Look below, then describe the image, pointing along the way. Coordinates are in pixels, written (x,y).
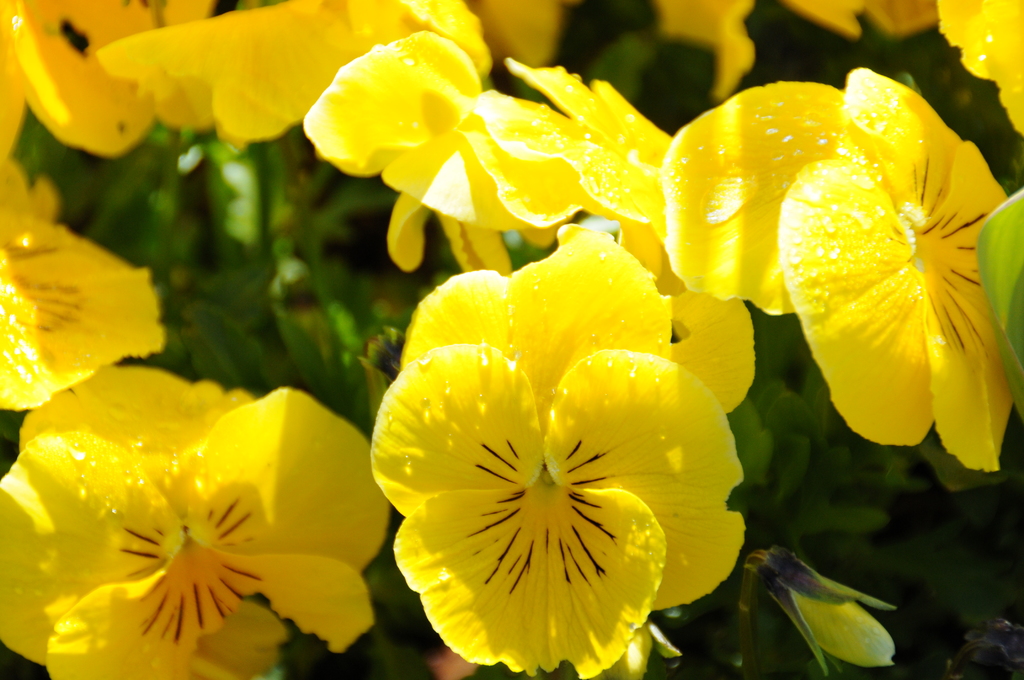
In this picture we can see yellow flowers (403,72) and in the background (194,310) we can see leaves (227,220).
